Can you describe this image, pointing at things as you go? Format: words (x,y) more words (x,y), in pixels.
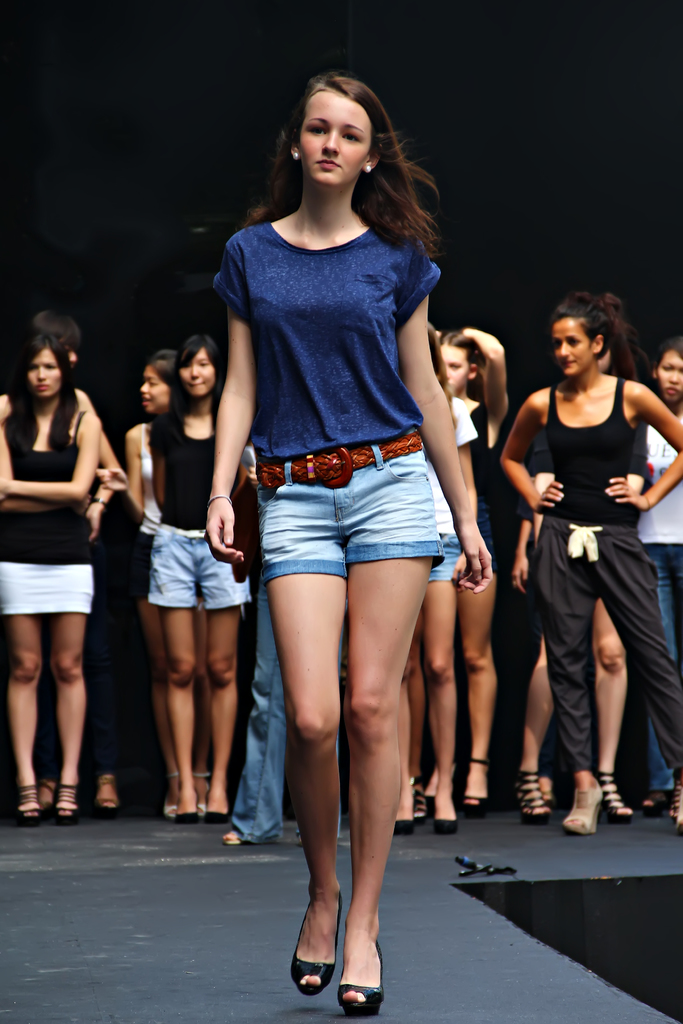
In this image we can see a girl (394,773) is walking on the ramp (214,965). She is wearing a blue color top (339,378) with shorts (352,538). In the background (17,433), we can see girls (48,586) are standing.
